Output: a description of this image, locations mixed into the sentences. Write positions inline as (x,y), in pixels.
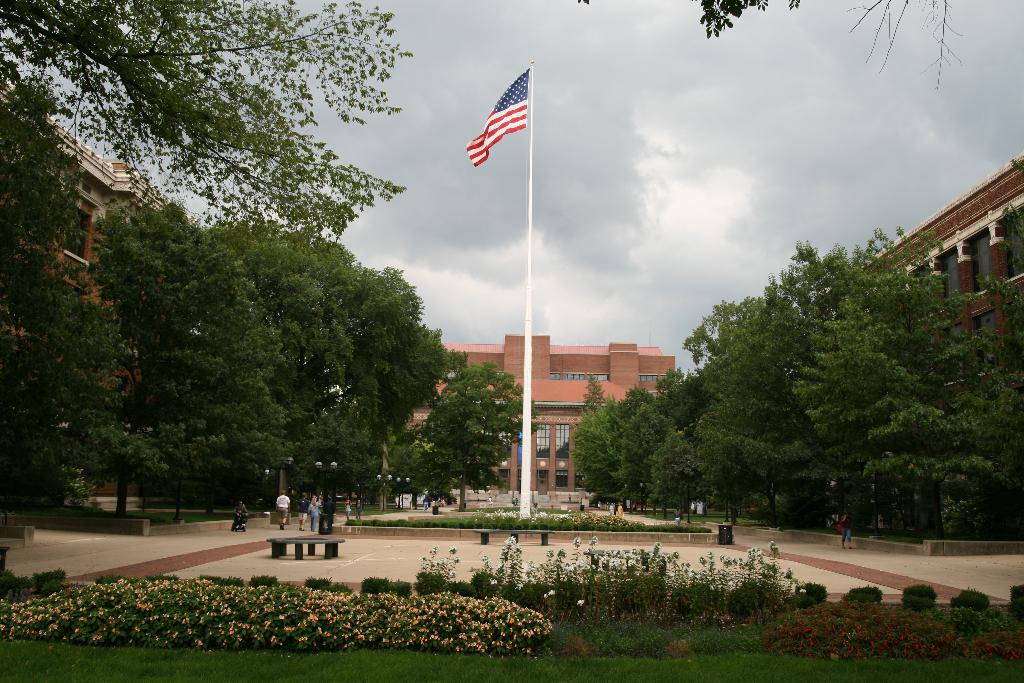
In this picture we can see a pole (524,479) with a flag (505,120). On the left (313,505) and right side of the flags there are people (284,513). In front of the pole (525,494), there are benches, plants (449,619) and grass (463,674). On the left (268,386) and right side of the image (687,436), there are trees (282,390). Behind the trees (296,367), there are buildings (554,493) and the cloudy sky (651,185).
